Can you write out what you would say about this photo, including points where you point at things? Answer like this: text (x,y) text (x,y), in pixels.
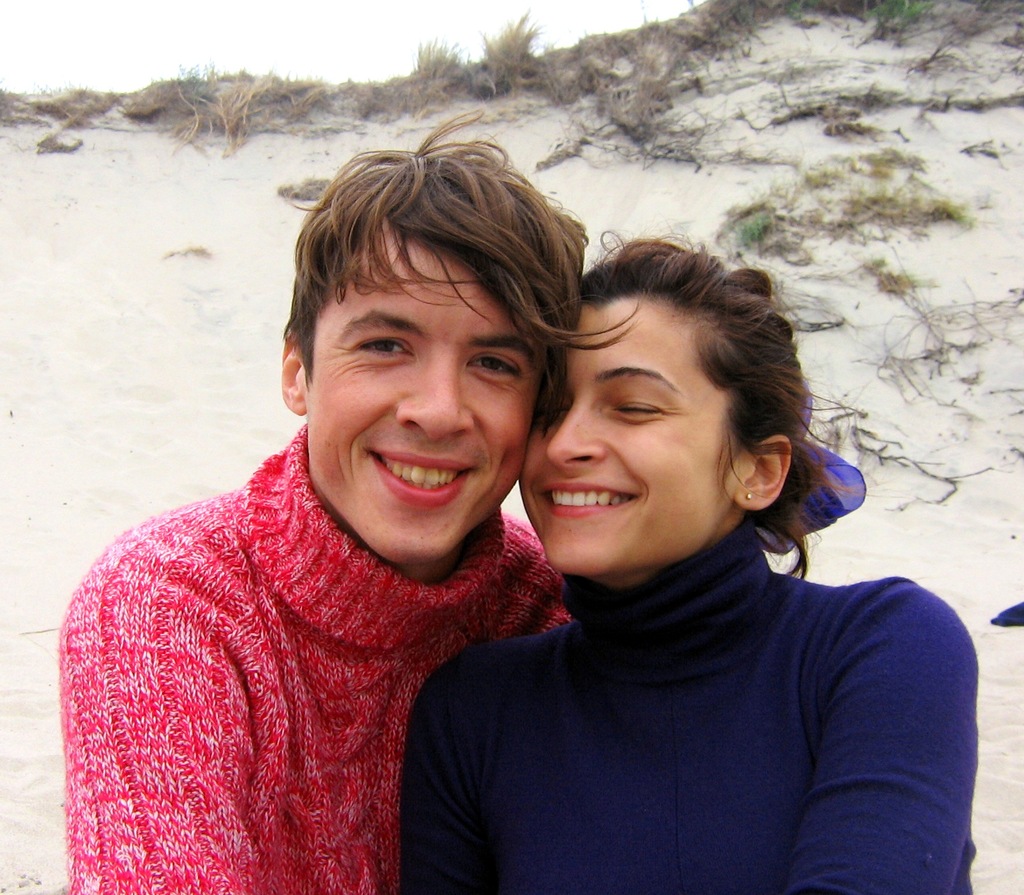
In this image we can see two persons (339,374) smiling, behind them, we can see some plants (295,103) and grass (862,225), in the background (233,35) we can see the sky (176,33).
